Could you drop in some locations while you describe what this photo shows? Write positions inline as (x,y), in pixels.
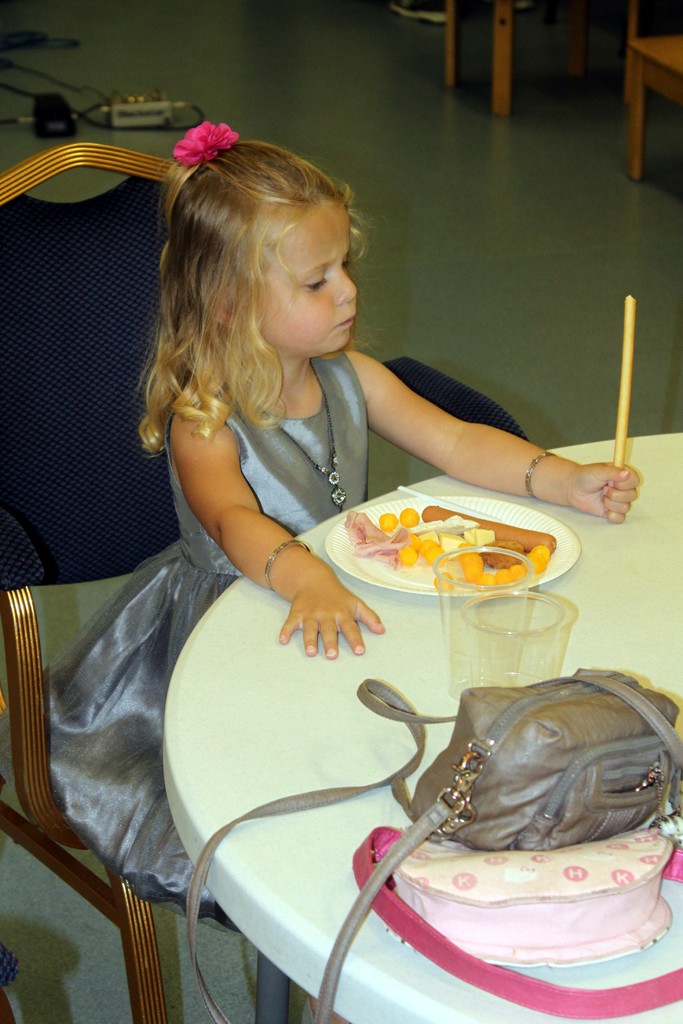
In this image there is a girl (153,379) sitting in a chair (22,403), and on table (645,1023) there are plate (422,566), food (391,553), glasses (496,579), bags (548,683), stick (632,316), and at the background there are chairs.
